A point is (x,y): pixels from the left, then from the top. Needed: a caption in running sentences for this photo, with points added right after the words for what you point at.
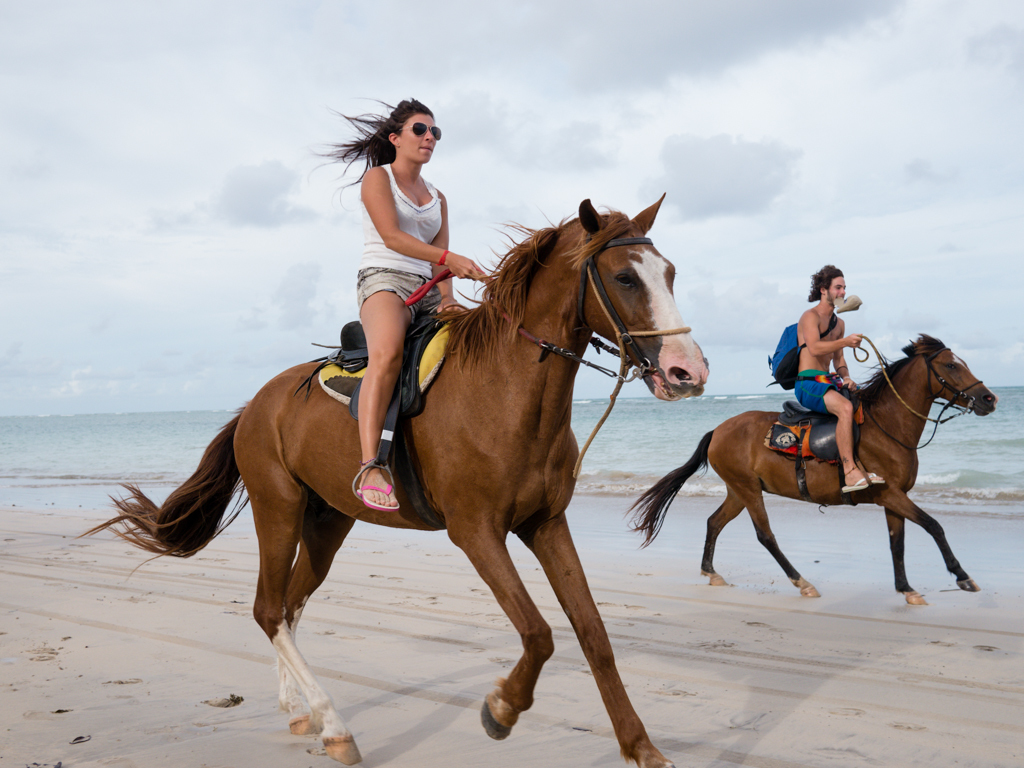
In this picture we can see a woman (371,447) and a man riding the horse (325,414), at the beach side (761,630) and the sky (252,229) is full of clouds (586,102).
